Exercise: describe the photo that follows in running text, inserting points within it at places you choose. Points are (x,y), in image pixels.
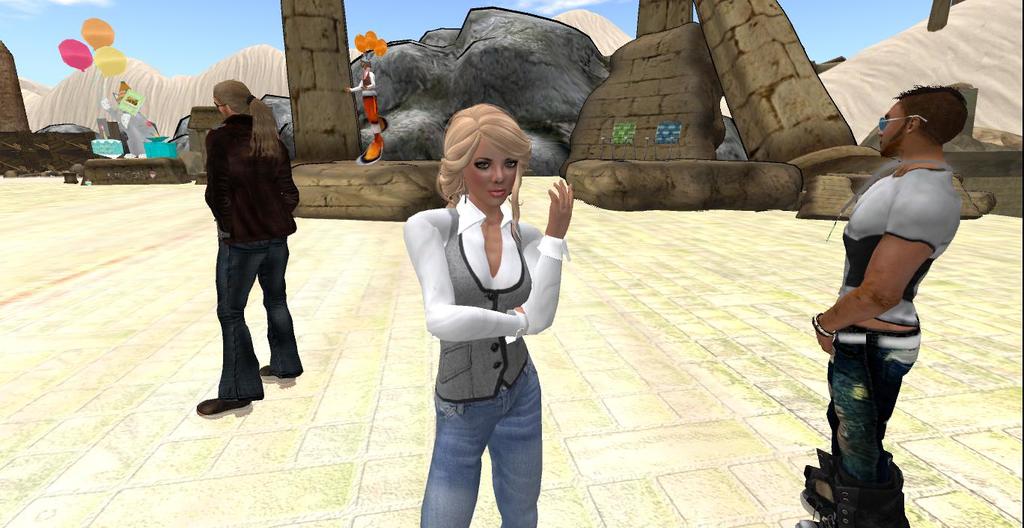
This an animation picture. In this image there are three people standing in the foreground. At the back (325,111) there are rocks (347,170) and there are balloons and there are objects (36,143) and there might be house (34,156) and mountains (196,77). At the top (176,63) there is sky (167,52) and there are clouds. At the bottom (223,365) there is a floor (39,269).
